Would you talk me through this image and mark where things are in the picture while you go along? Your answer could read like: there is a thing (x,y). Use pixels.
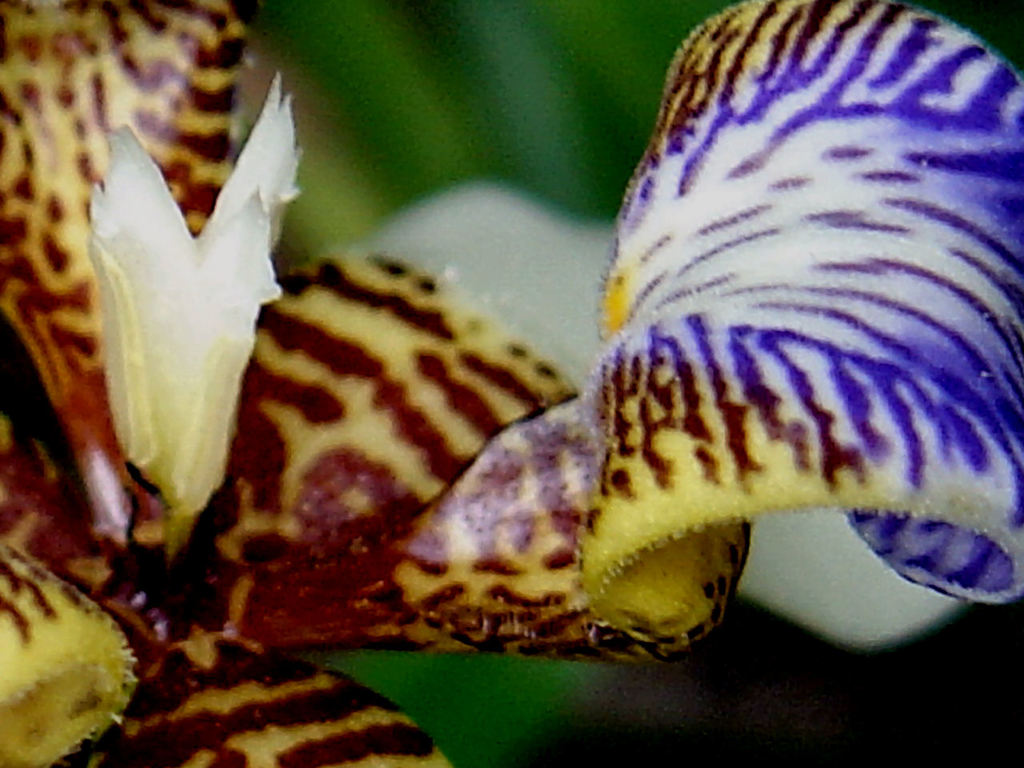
In this image there is a flower (429,365).
